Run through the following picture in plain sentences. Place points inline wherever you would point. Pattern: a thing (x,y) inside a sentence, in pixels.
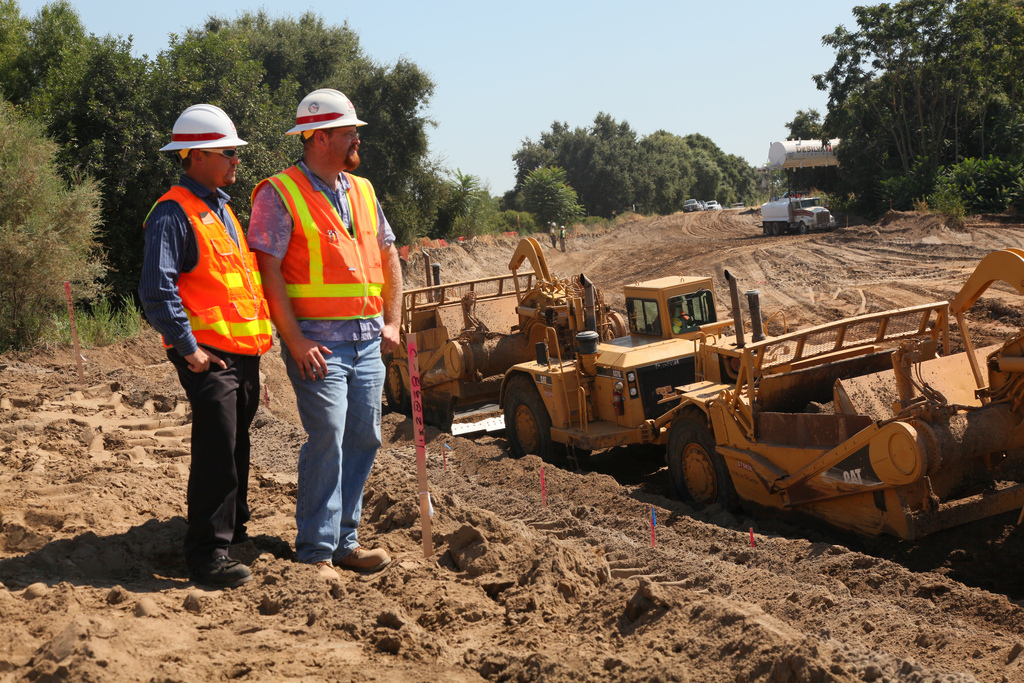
This image is taken outdoors. At the top of the image (460,94) there is the sky (659,68). In the background (123,122) there are many trees (553,185) and plants (971,185) with leaves (848,127), stems (665,188) and branches (665,188). Two cars (693,208) are parked on the ground (744,210). A truck (773,210) and a vehicle (795,211) are parked on the ground (821,238). On the left side of the image (261,224) two men (243,249) are standing on the ground (296,564). In the middle of the image (592,423) there are earth-moving machines (668,389) parked on the ground (572,250) and two persons (564,238) are walking on the ground (581,240).
